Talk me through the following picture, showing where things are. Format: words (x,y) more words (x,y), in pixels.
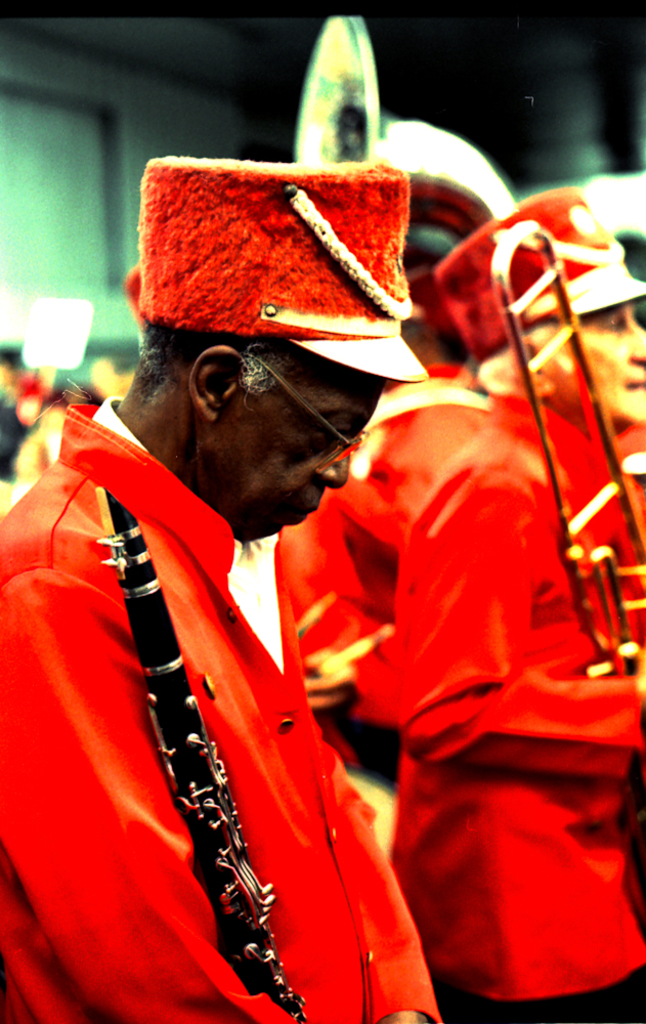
In this image I can see number of persons (226,444) wearing orange colored dresses (296,789) are standing and holding musical instruments (536,401) in their hands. I can see the blurry background (16,185).
